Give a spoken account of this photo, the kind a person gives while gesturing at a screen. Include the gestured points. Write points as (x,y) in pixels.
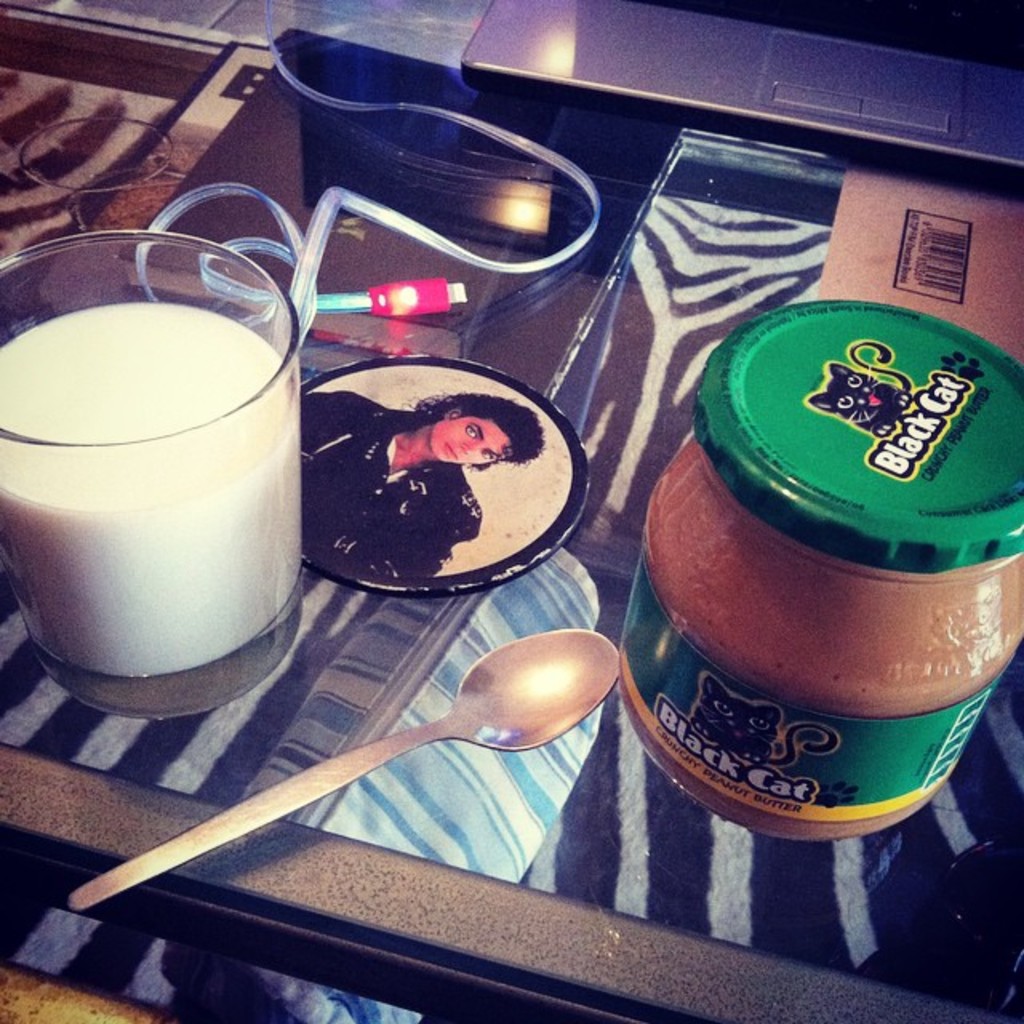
In the image we can see there is table (456,684) on which there is glass of milk (236,562), spoon (481,718) and glass of butter (838,680).
